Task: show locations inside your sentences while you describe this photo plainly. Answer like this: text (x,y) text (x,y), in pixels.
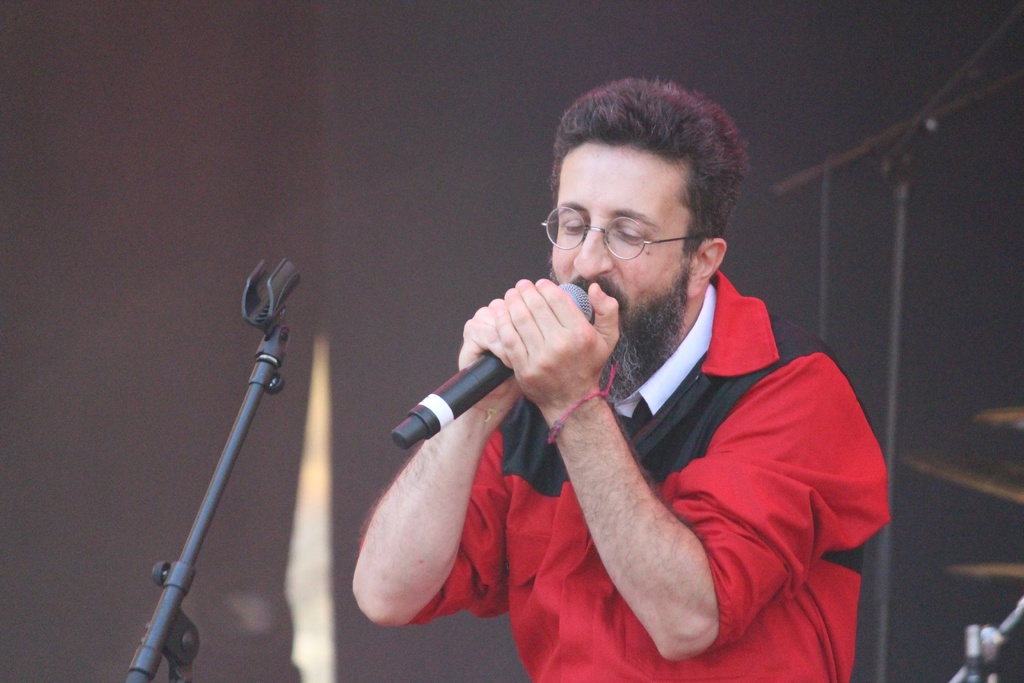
In this image there is a man (728,453) who is wearing the red shirt (732,480) is holding the mic (497,362) near to his mouth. In front of him there is a mic stand (227,476). On the right side (896,381) there are music plates (989,481) and a mic stand (893,354). In the background (256,161) there is a curtain (52,297).
